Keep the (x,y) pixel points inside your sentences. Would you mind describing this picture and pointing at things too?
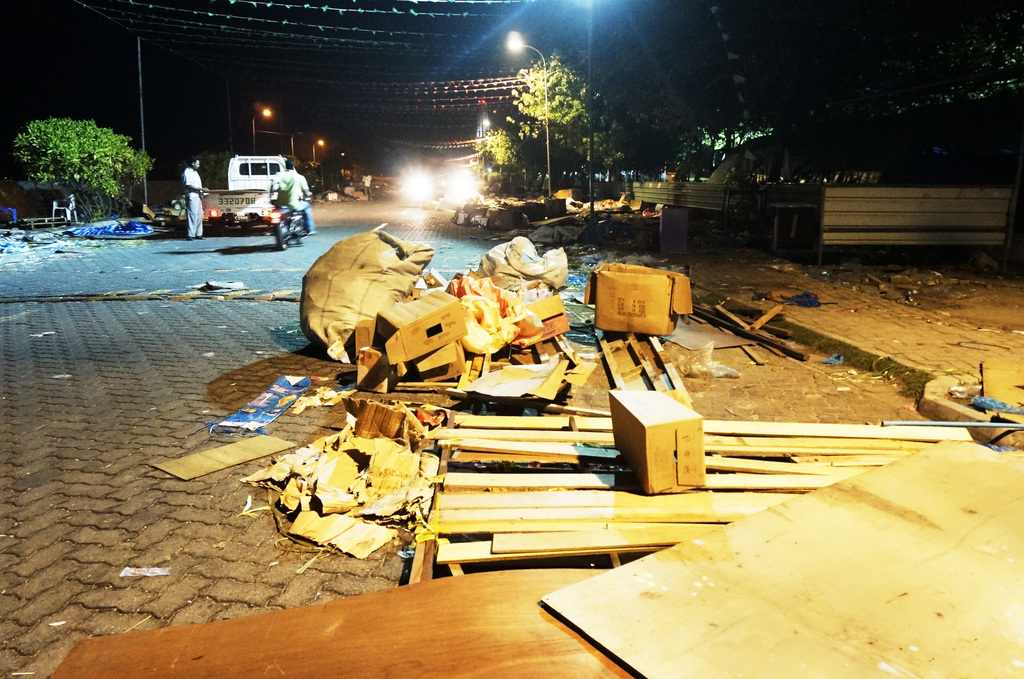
In this picture we can see a man (290,186) is riding a bike (286,237) on the road (244,259) and on the left side of the person (286,198) there is another person (189,188) standing and a vehicle (222,215) is parked on the road (208,267). On the right side of the people (191,210) there are cardboard boxes (386,361), wooden sheets (641,605), trees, poles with lights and other items (492,86).
